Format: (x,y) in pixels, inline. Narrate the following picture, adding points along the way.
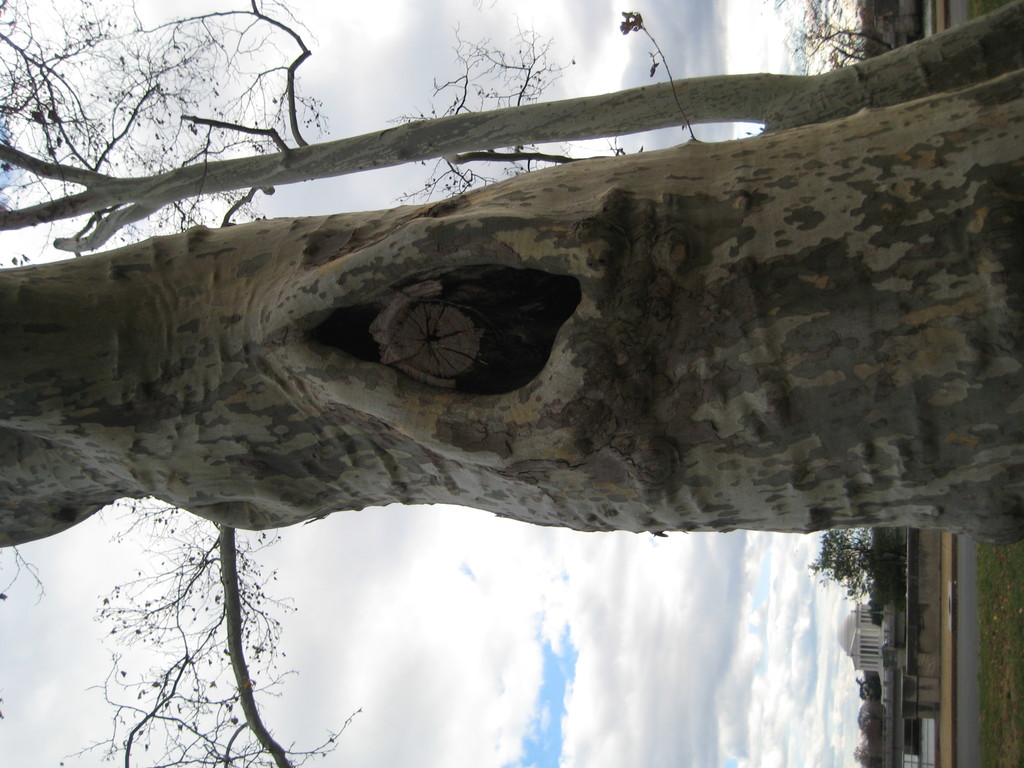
There is a tree (330,358) with a hole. In the back (326,165) there is another tree (370,152). There is sky (378,174) with clouds (567,612). Also there are some buildings (865,638) and a road (966,638).
